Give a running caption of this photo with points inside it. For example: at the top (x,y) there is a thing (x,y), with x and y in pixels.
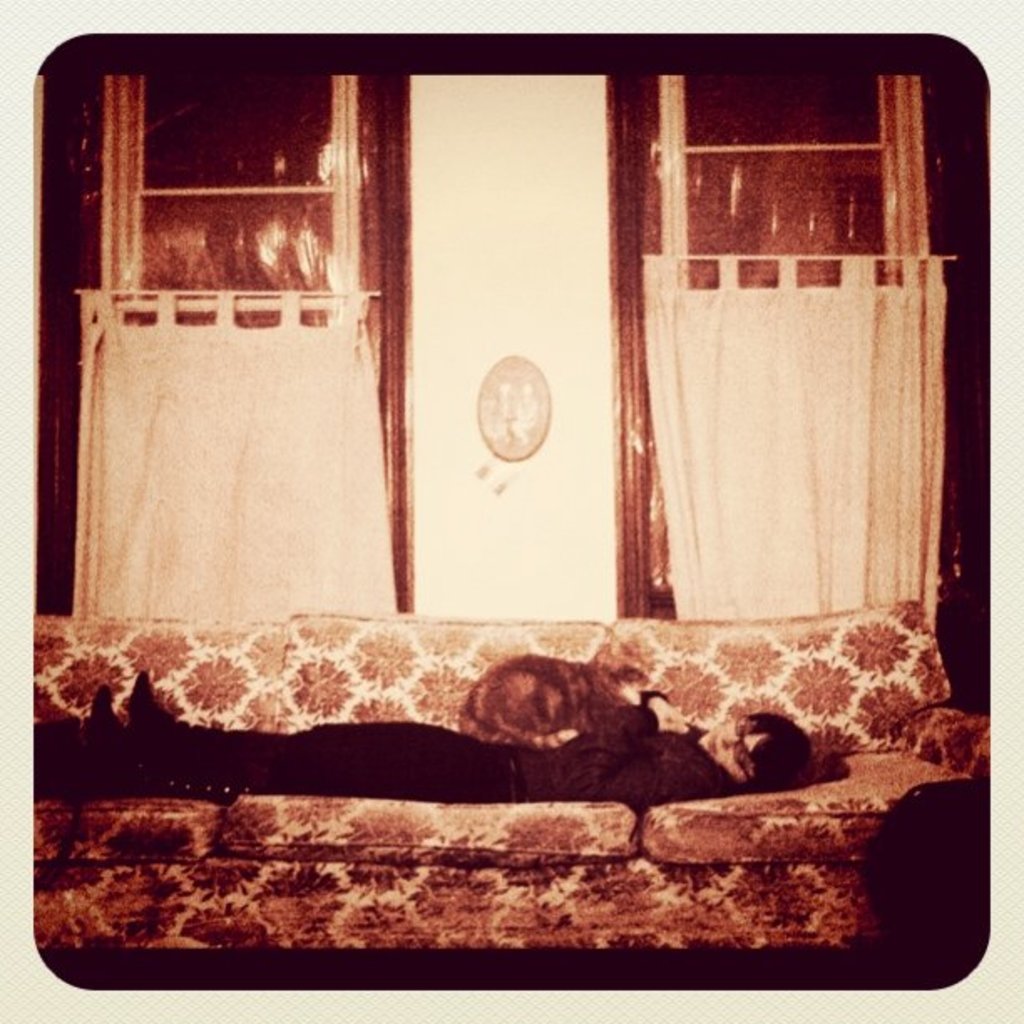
In this picture we can see a person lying on a sofa (467,632) with a cat (645,657). In the background (46,243), we can see curtains (162,325), windows (167,161) and a photo frame (501,400) on the wall (487,477).
